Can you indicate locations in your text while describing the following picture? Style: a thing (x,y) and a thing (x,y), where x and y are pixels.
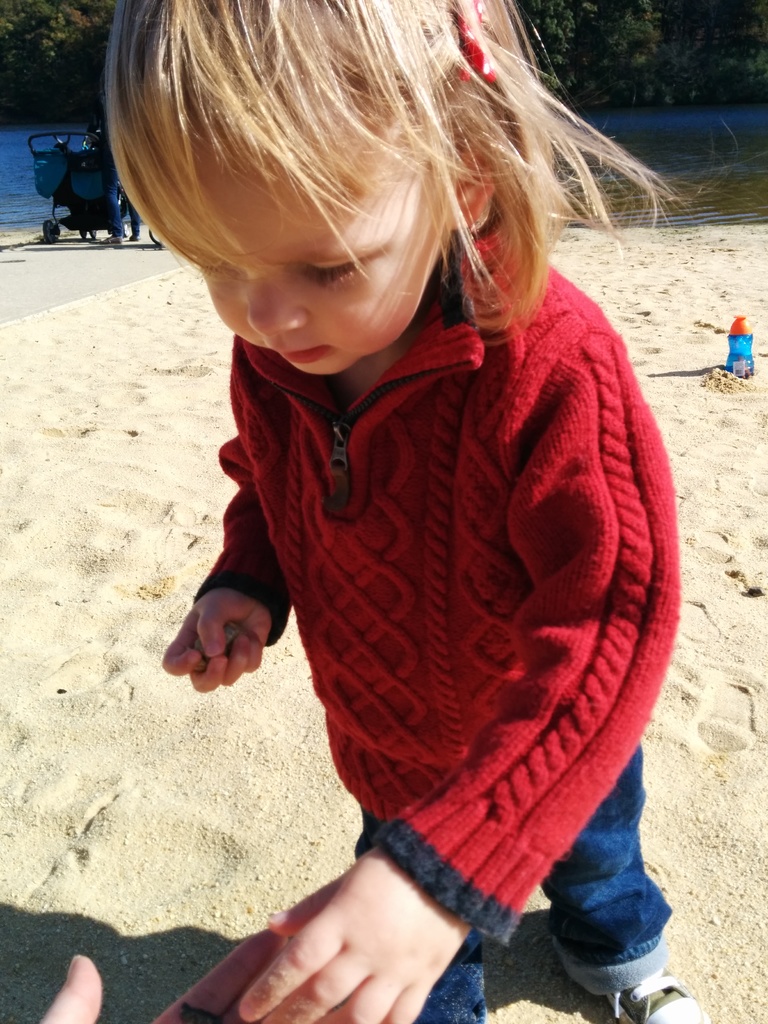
In the center of the image (426,575) there is a girl (509,813) standing on the sand (724,787). In the background (48,146) we can see vehicle (88,220), water (652,124) and trees (656,39).
